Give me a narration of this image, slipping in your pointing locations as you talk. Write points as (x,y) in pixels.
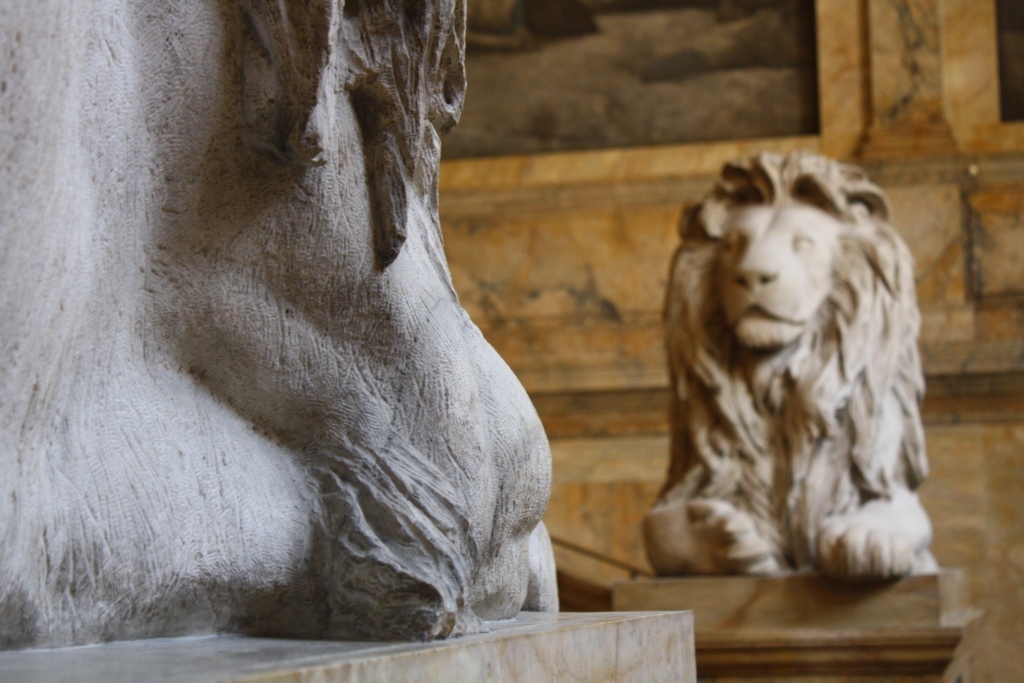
In this image on the left side (199,488) there is a sculpture (257,366), and on the right side of the image (774,335) there is a sculpture (837,405). And in the background (573,306) there is wall (638,472) and there might be some objects (585,81) on the wall (975,96).
